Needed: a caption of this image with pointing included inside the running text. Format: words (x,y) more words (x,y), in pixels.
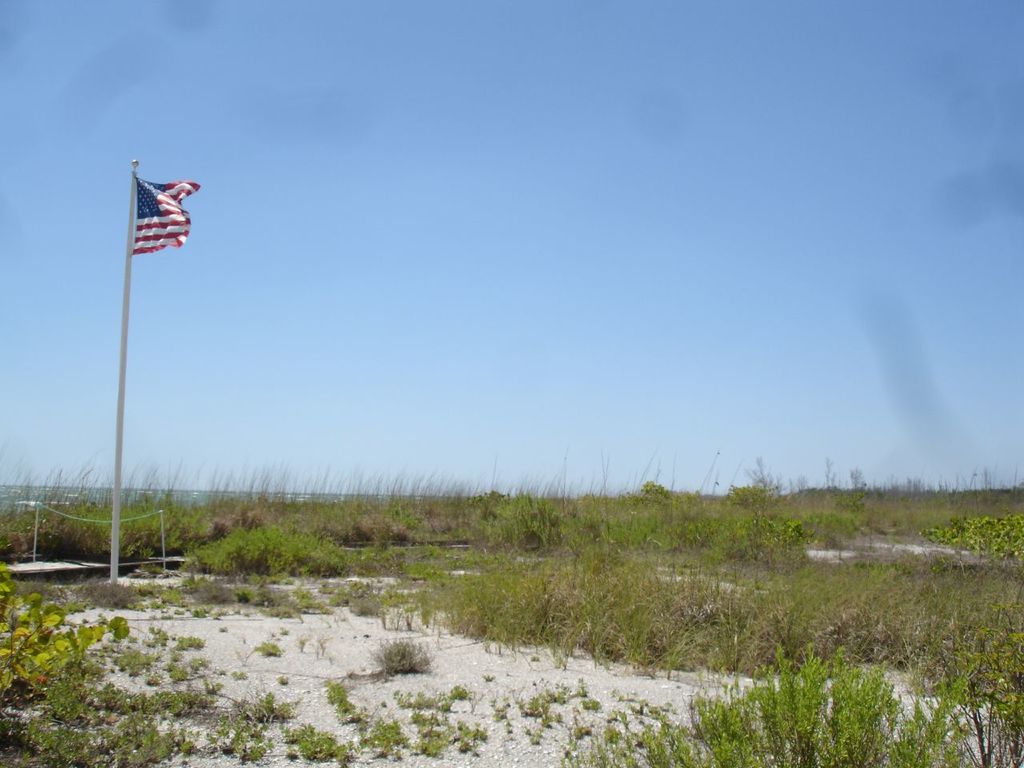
On the left side of the image (179,244) we can see a flag (157,210). At the bottom (720,648) there is grass (494,626). In the background (565,387) there is sky (333,368) and we can see plants (65,659).
